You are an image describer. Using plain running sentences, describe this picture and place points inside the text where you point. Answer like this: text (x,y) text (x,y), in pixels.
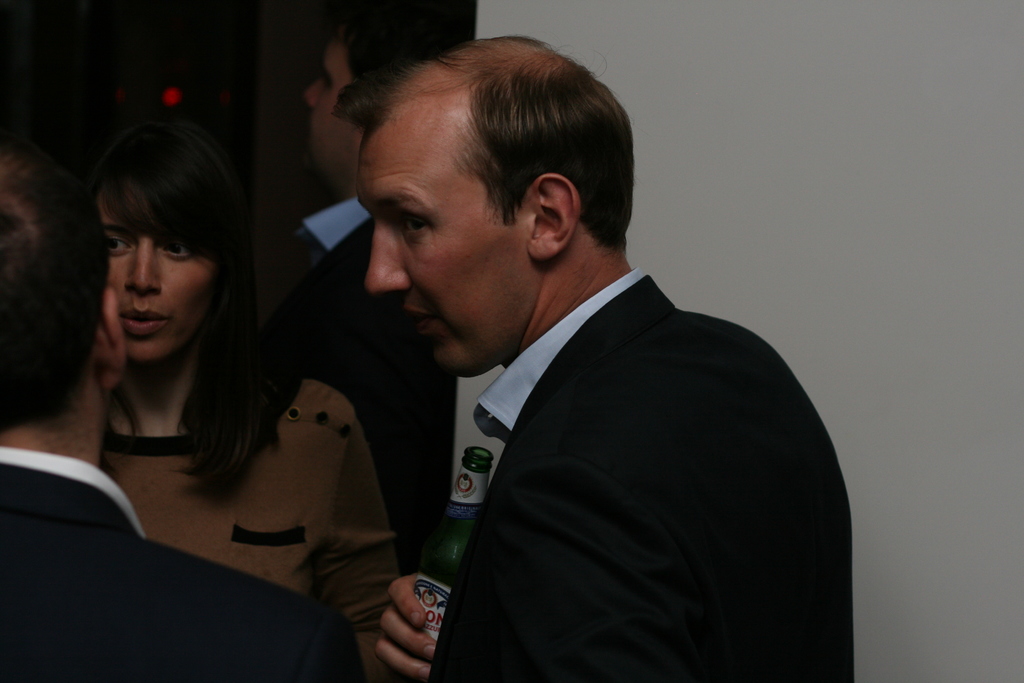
Left a man (83,380) and woman (202,399) are standing and talking. On the right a man (521,458) is holding a beer bottle (437,582).
